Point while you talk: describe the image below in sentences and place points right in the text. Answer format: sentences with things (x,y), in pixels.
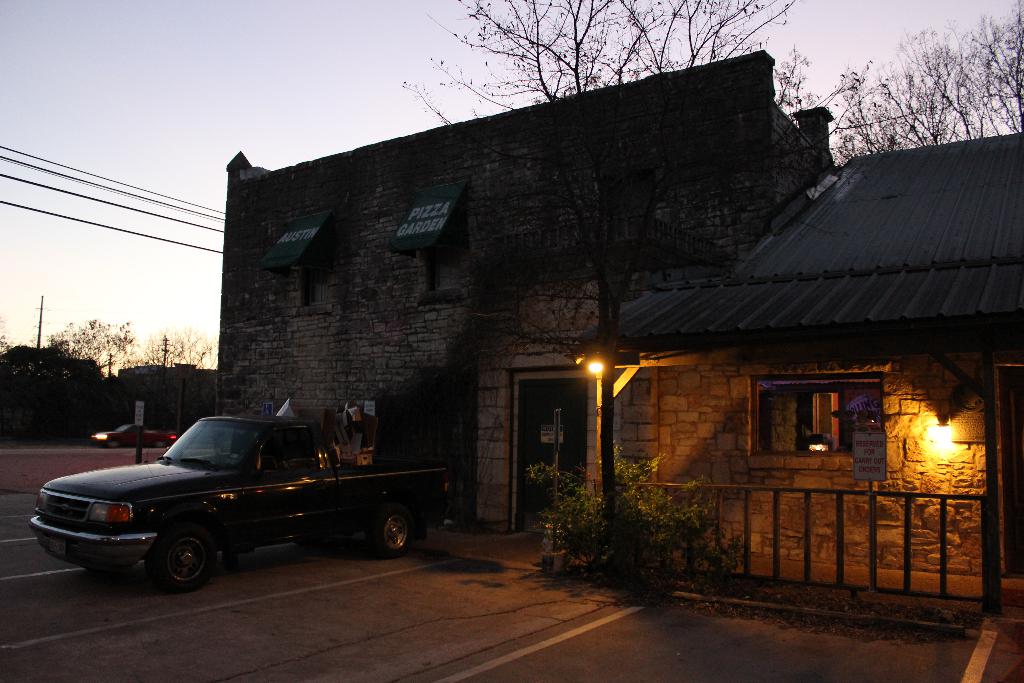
In this picture I can observe a house (521,388). There are some trees (604,292) and a railing (776,497) on the right side (781,526). I can observe a car (223,486) parked in front of this house (854,551). In the background (98,265) there is a sky (210,70).
